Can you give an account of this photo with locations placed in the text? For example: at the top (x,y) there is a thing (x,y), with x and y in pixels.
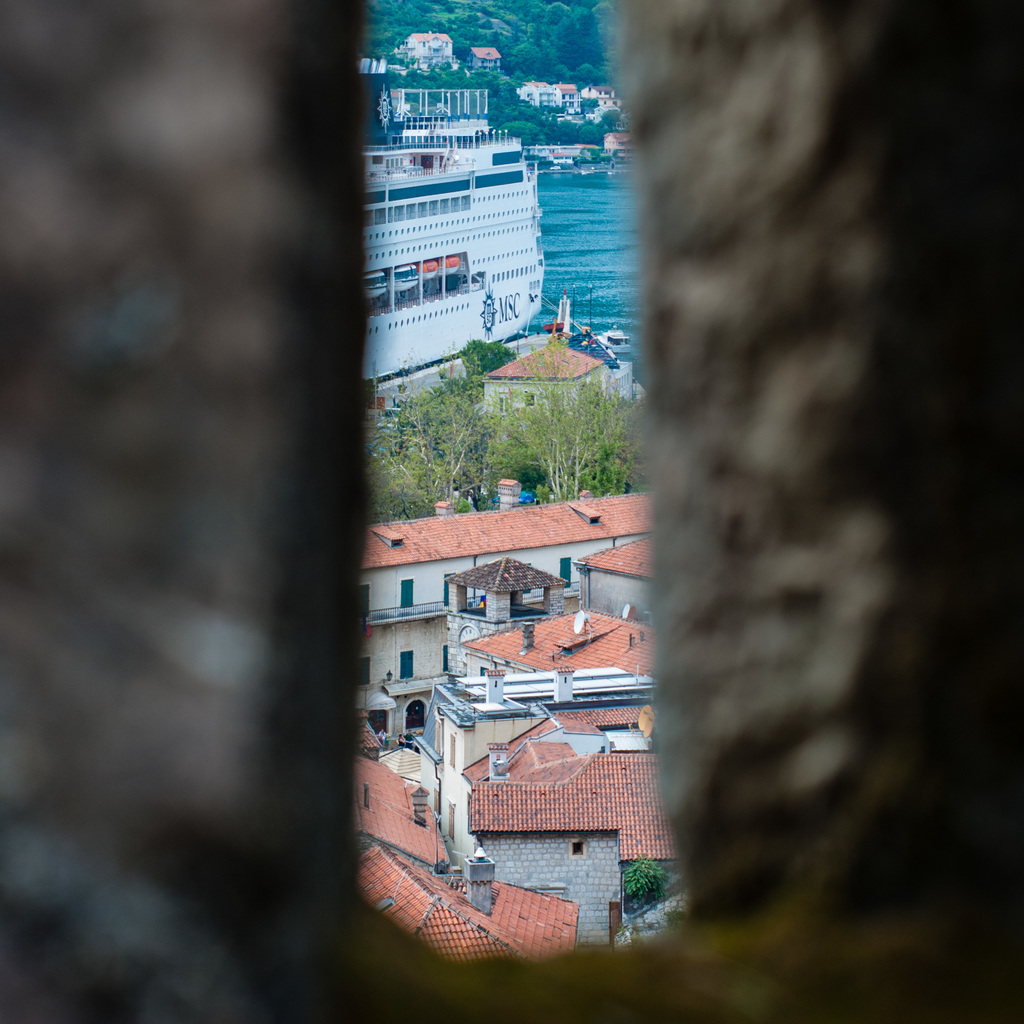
In this image I can see few buildings (558,823) in brown and cream color, at back (504,202) I can see ship (488,176) in water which is in white color, trees (527,60) in green color.
